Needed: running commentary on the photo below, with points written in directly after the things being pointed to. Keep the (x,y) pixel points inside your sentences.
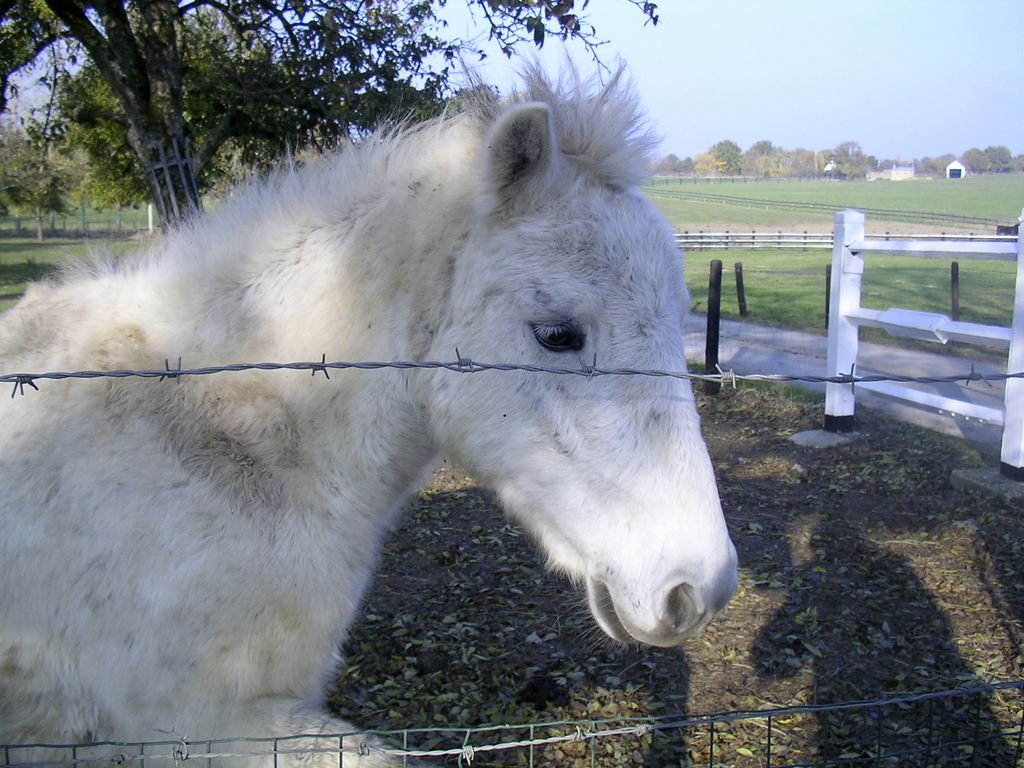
In the foreground of this picture (543,375), there is a white horse (527,219) and a fencing (640,726). In the background (877,287), there are small poles (719,287), trees (228,80), railing (724,240), grass (872,195) and the sky (822,125).
